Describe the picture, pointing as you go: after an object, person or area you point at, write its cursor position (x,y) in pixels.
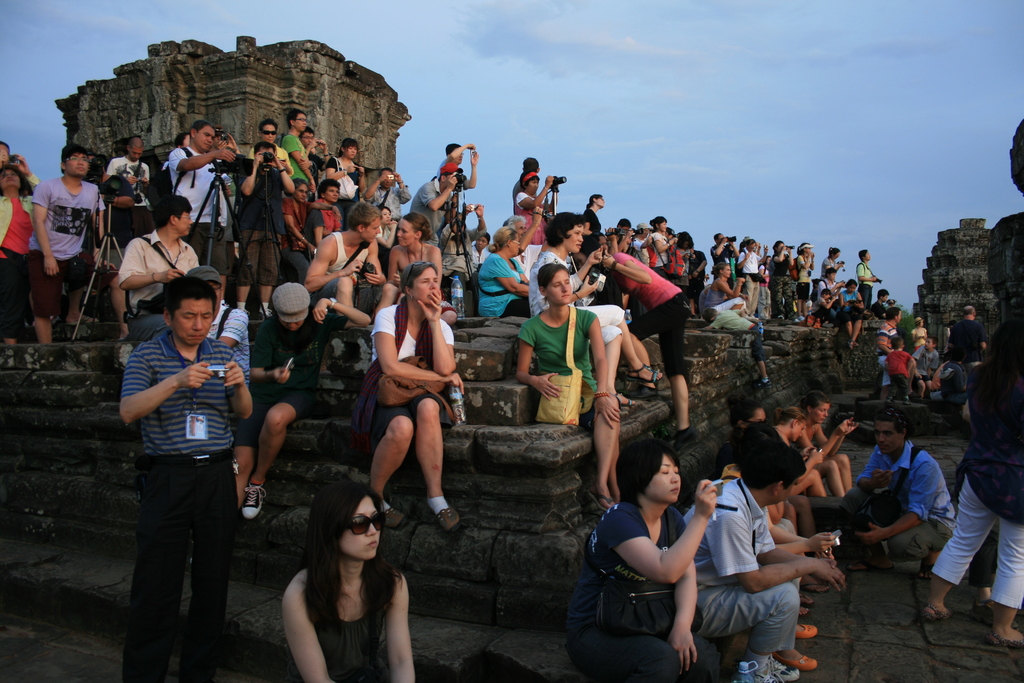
This is an outside view. It seems to be a tourist spot. Here I can see a crowd of people (140,373) sitting and standing. Many people (147,258) are holding cameras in their hands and taking the pictures. In the background (937,289) there is a rock (296,75). At the top of the image (788,82) I can see the sky (807,84) in blue color.
